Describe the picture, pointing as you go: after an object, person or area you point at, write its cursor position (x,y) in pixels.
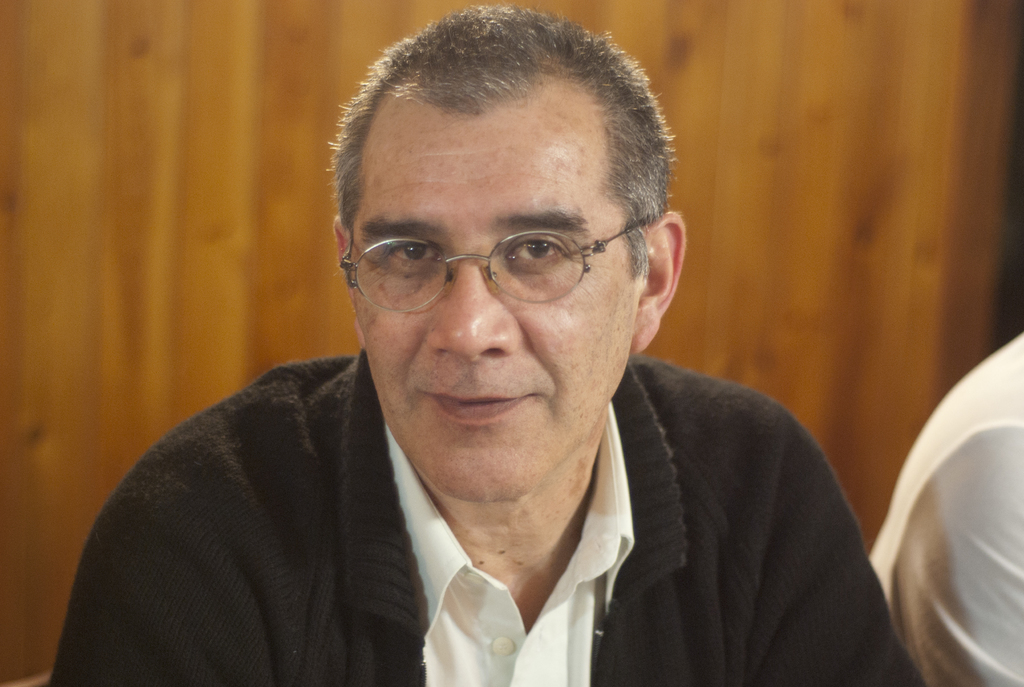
In this image in front (136,674) there is a person (549,507). Beside him there is another person (902,569). In the background of the image (261,165) there is a wooden wall (150,294).
